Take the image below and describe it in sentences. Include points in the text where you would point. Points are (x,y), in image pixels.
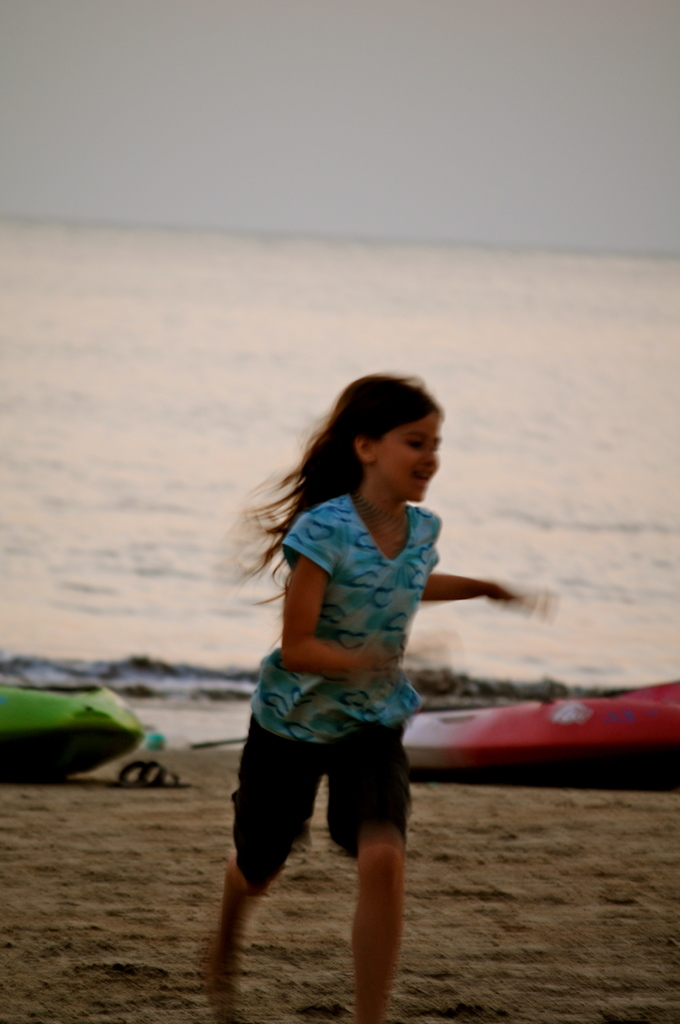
In this picture we can see a girl (372,850) smiling and running on sand (149,827) and at the back of her we can see boats (606,719), footwear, water (177,737) and some objects (202,747) and in the background (353,62) we can see the sky (454,125).
